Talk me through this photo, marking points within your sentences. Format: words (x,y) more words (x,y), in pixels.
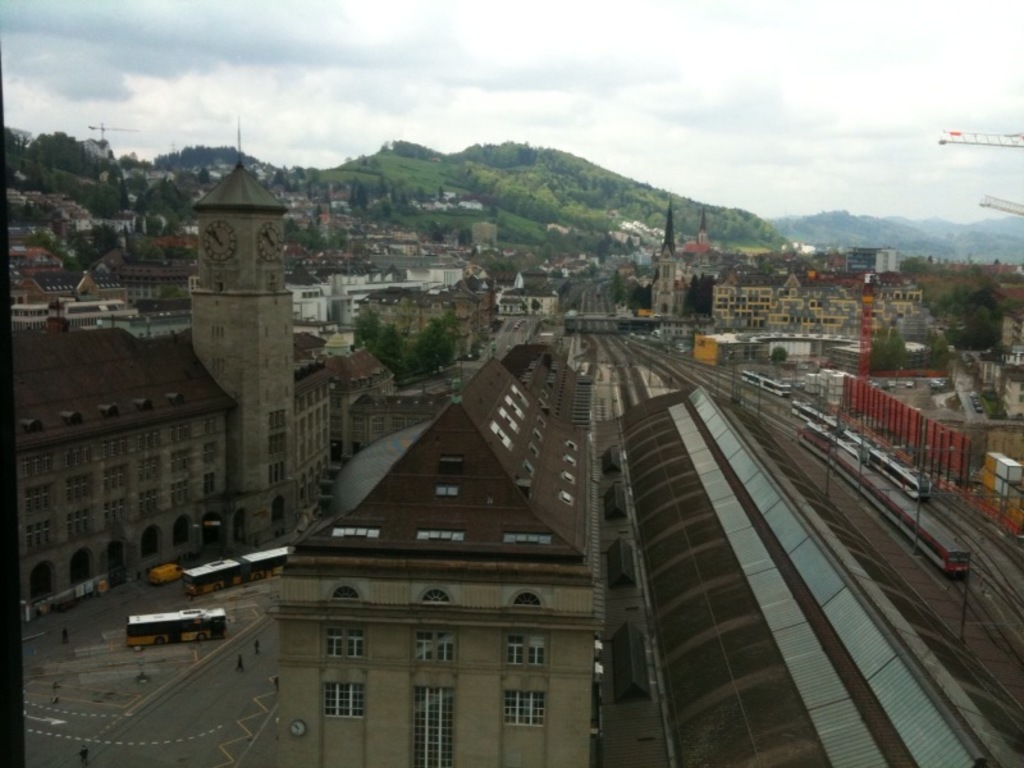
In this image there are few buildings (417,540), few vehicles (170,640) and people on the road (180,707), few trains (913,536) on the tracks (993,685), a clock tower (227,272), cranes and few mountains (781,239) covered with trees (653,206) and plants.
